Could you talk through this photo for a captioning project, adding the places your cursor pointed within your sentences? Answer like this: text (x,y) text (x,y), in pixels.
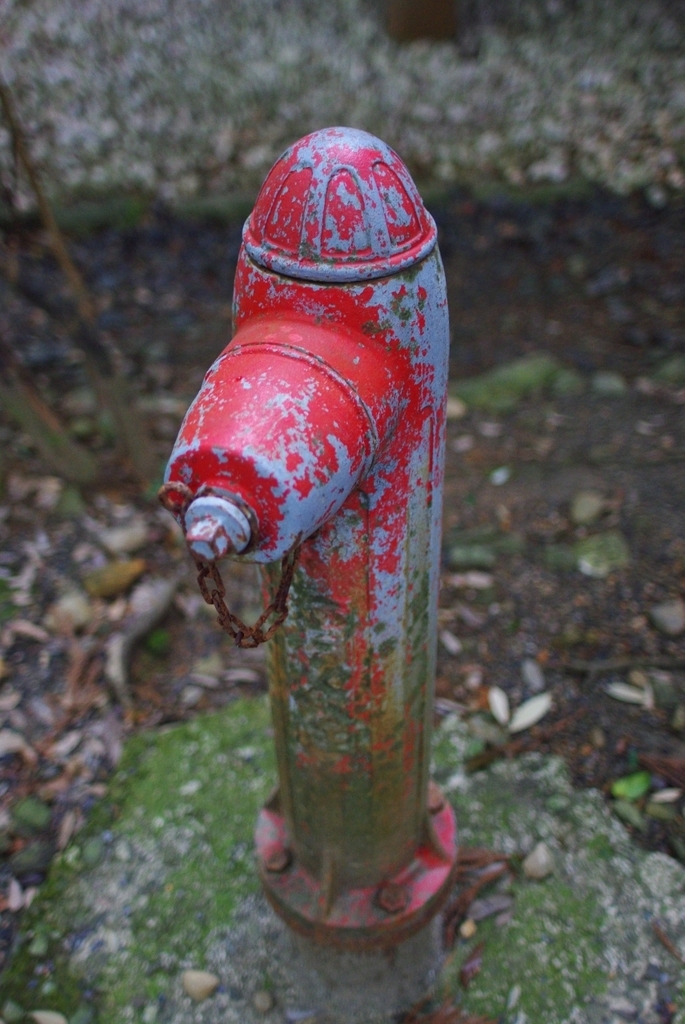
As we can see in the image there is a water pipe (333,704).
